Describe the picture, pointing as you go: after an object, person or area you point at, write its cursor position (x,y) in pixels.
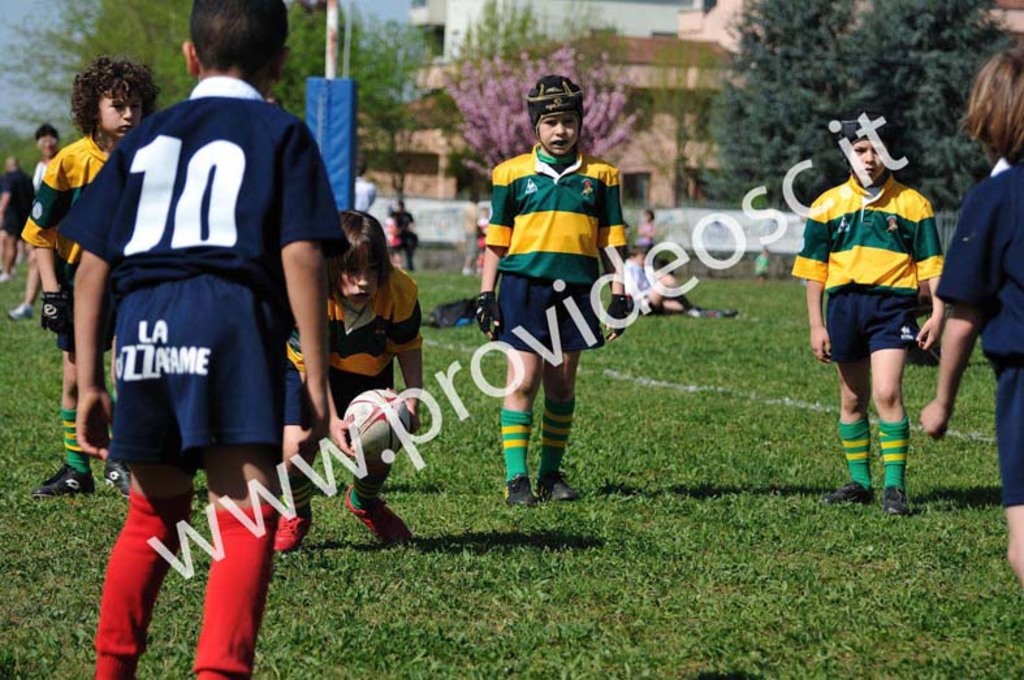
This image is taken outdoors. At the bottom of the image (512,625) there is a ground (672,593) with grass (683,526) on it. There are a few buildings (504,31). There are a few trees (742,114) with leaves (165,79), stems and branches (762,144). There is a wall (718,243). A few people (600,224) are playing on the ground (706,279) and a few (640,292) are sitting on the ground (727,340). In the middle of the image (389,299) a few kids (188,221) are playing on the ground (746,330) with a ball (377,400).
